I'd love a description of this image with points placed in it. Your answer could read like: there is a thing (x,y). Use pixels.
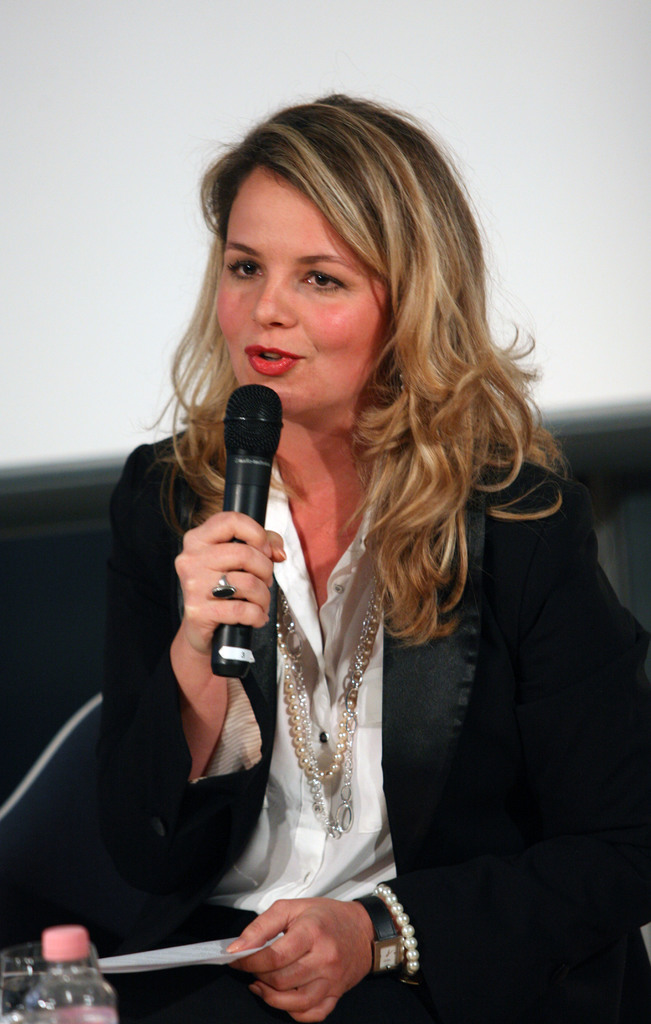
In this image there is a woman (209,365) sitting in a couch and talking by holding a microphone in her hand (200,591) and there is a paper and a bottle (44,940).
